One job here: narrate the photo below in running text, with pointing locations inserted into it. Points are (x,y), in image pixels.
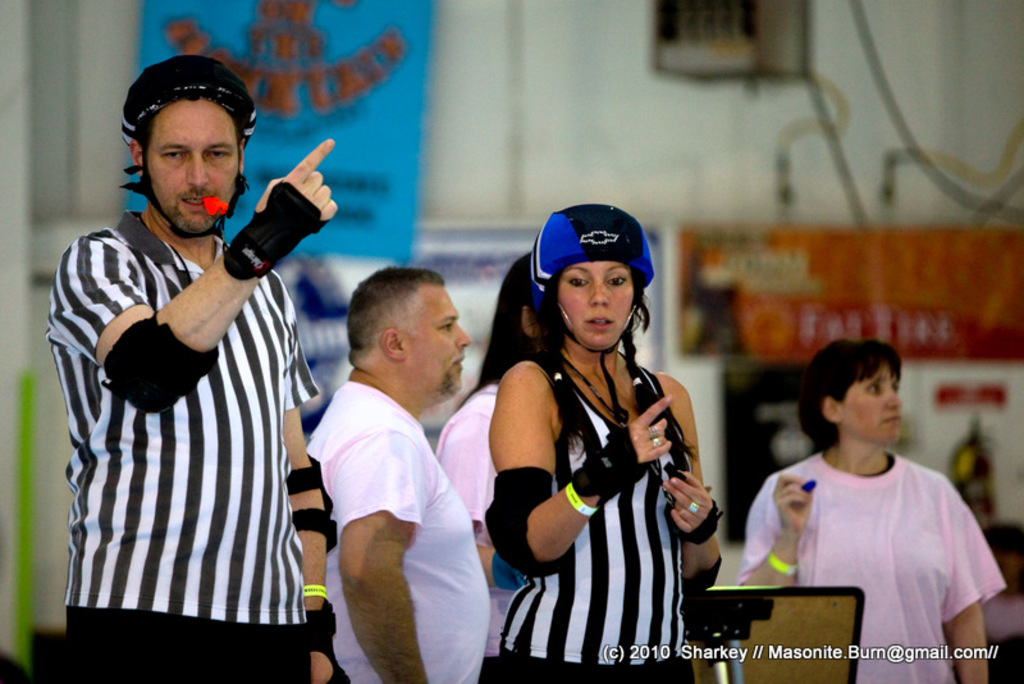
This picture seems to be clicked inside the hall (9,105). In the center (533,377) we can see the group of people (213,396) standing. In the background (567,162) we can see the wall (581,97), window (710,69) and we can see the text (821,320) and some pictures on the banners (960,317) and we can see the cables (900,127). In the bottom right corner (847,648) there is a watermark (701,651) on the image.
